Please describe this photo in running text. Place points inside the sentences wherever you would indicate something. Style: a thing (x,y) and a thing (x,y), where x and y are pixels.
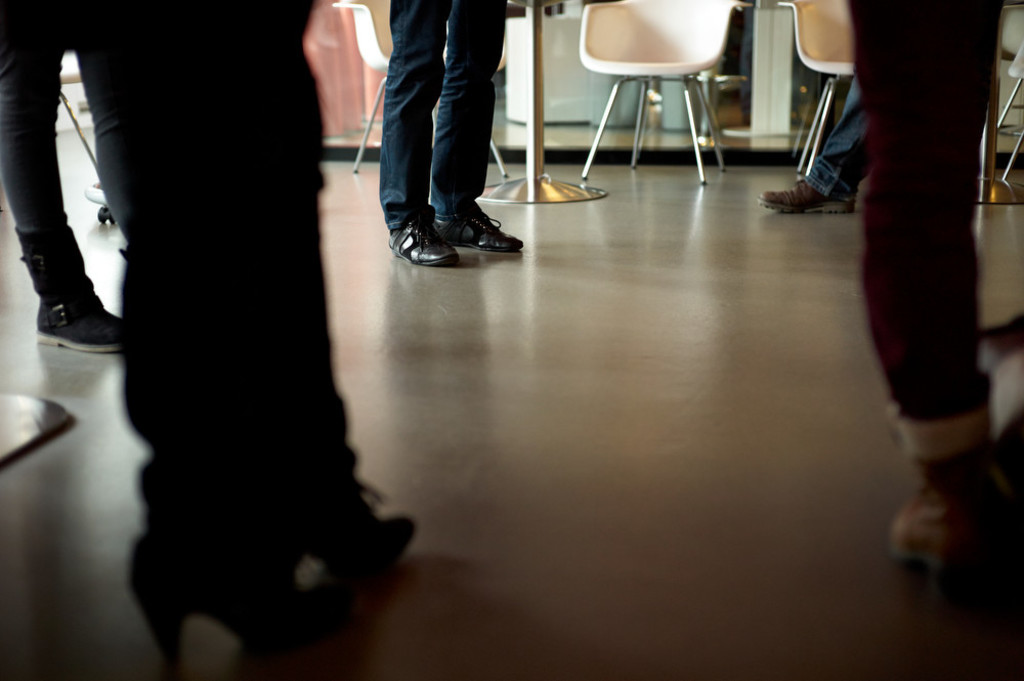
In the image we can see there are people (968,56) who are standing on the floor (690,313) and there are chairs (676,61) at the back (826,61).
